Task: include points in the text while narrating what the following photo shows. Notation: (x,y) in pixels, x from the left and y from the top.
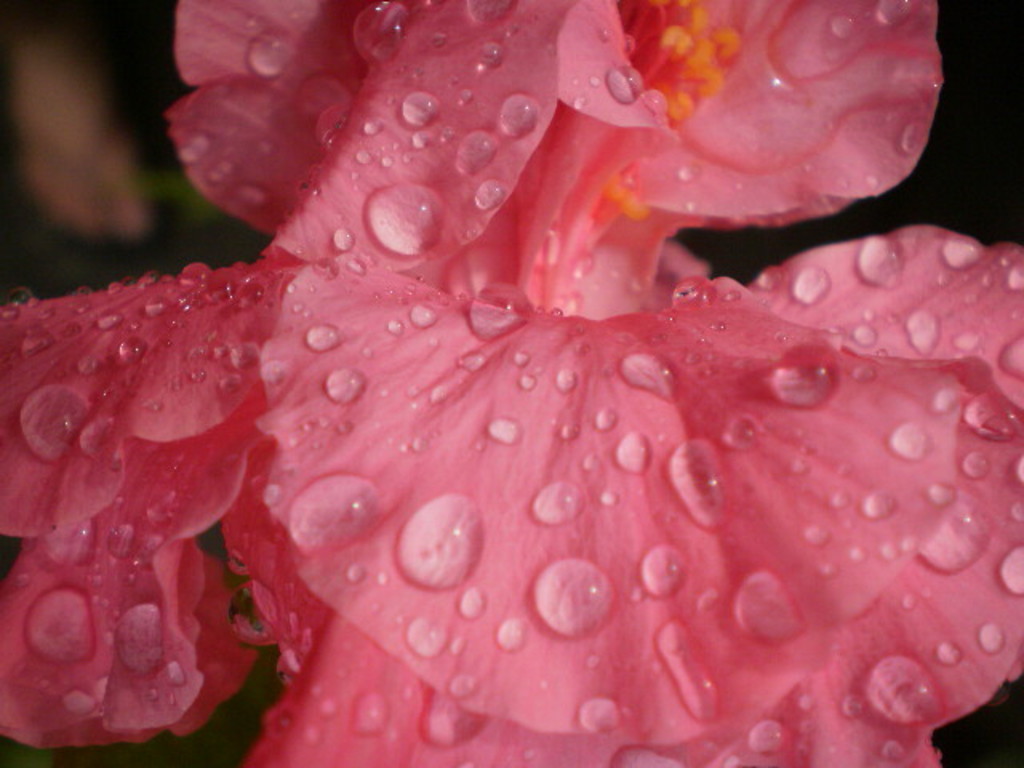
In this image I can see a pink color flower (506,500). The background (164,125) is dark in color. This image is taken may be during night.
